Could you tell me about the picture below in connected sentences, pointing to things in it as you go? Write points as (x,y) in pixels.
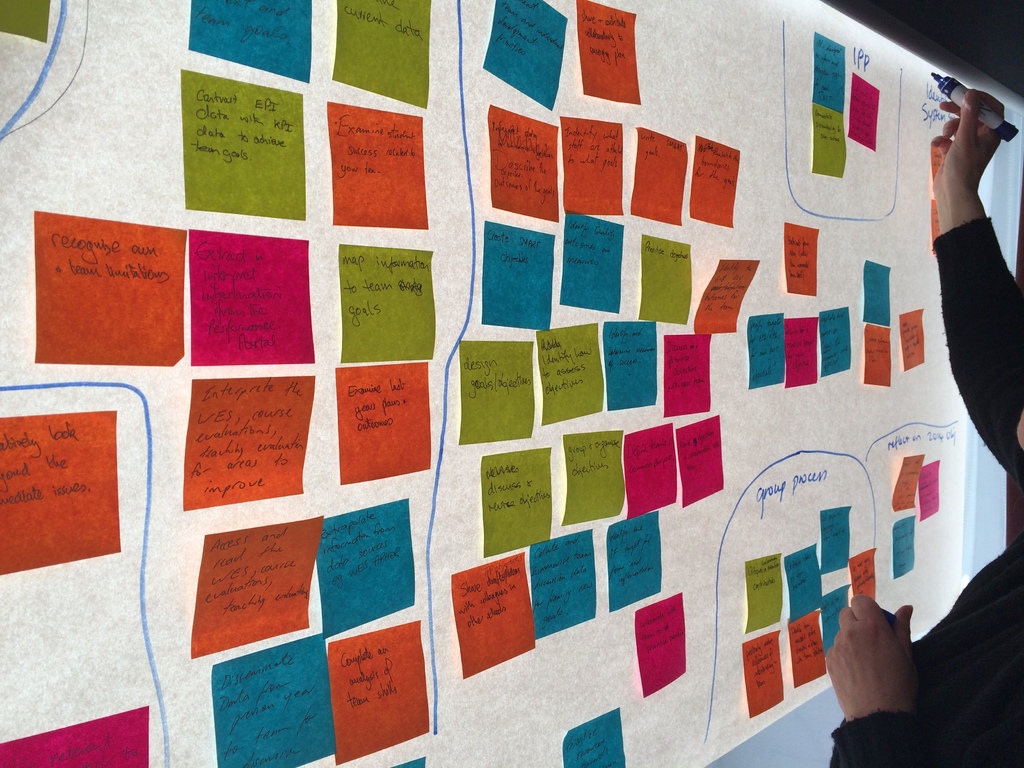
In this image we can see a screen (920,166) on which some colored papers (263,459) are pasted and some text (242,295) was written on it. A person (981,315) is making something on the screen (819,276).
